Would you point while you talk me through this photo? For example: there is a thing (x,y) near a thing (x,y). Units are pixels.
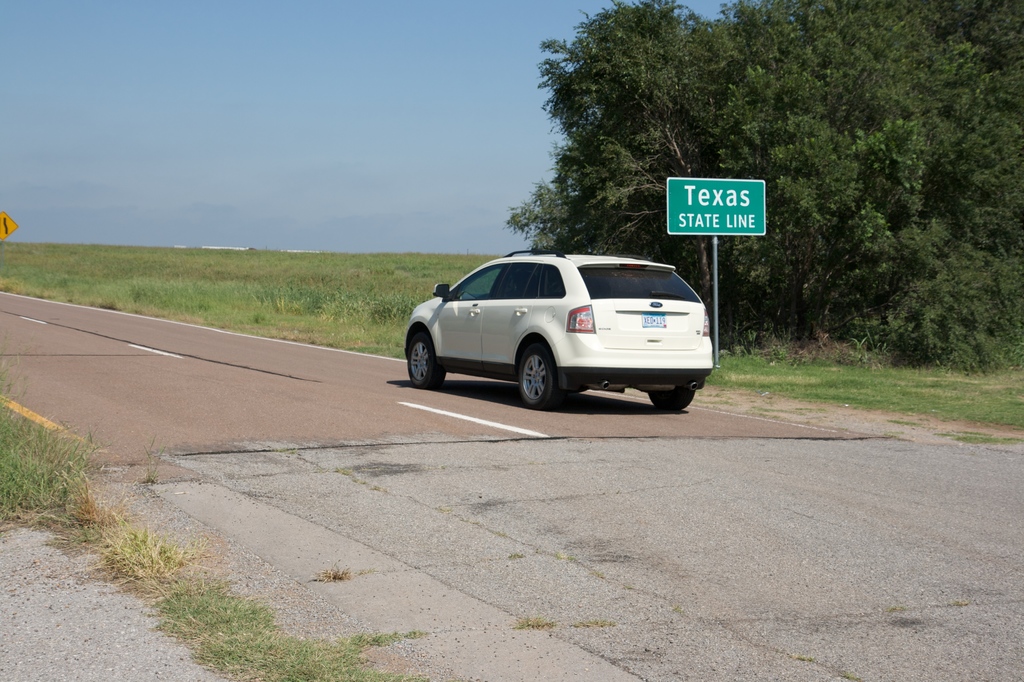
In this image there is a white color car (503,330) on the road (398,370). Beside the car (573,375) there is a pole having a board (706,190) attached to it. Right side (994,327) there are few trees (637,250) on the grassland (966,372). Left side there is a board (4,229). Left bottom there is some grass (71,503) on the land (75,650). Top of the image (295,225) there is sky (288,142).
